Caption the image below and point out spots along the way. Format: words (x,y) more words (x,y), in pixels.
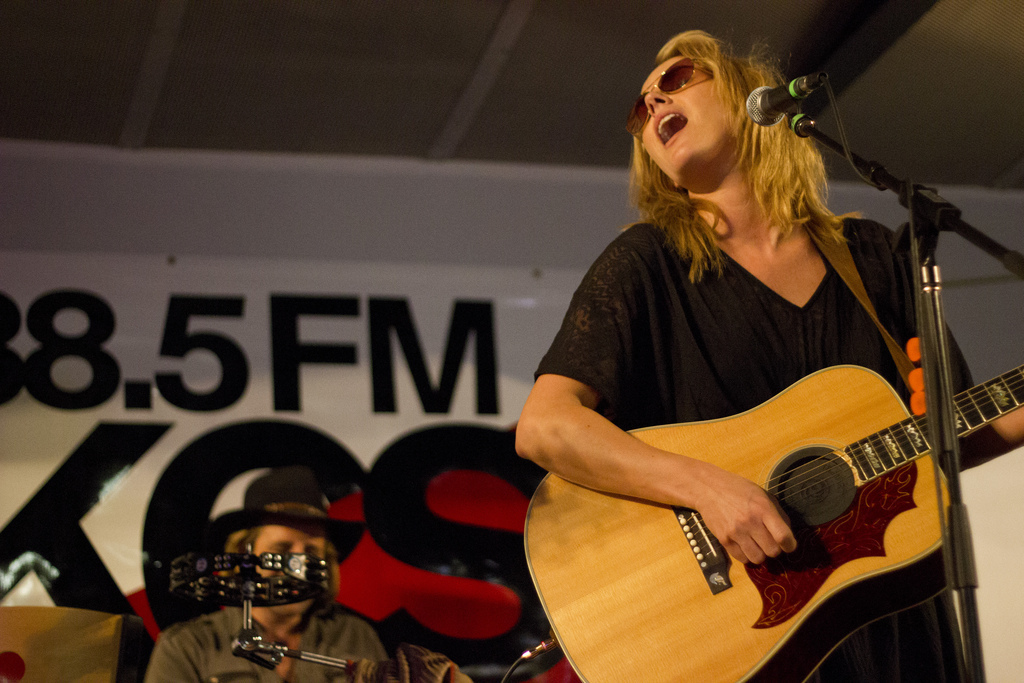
This woman (716,192) wore black dress (749,392), goggles (688,70) and playing guitar (778,466) in-front of mic (795,98). This is a mic holder (809,122). This man (333,558) is sitting and wore hat (302,490). This is a musical instrument (271,578). A banner (328,392) on wall (276,240).
